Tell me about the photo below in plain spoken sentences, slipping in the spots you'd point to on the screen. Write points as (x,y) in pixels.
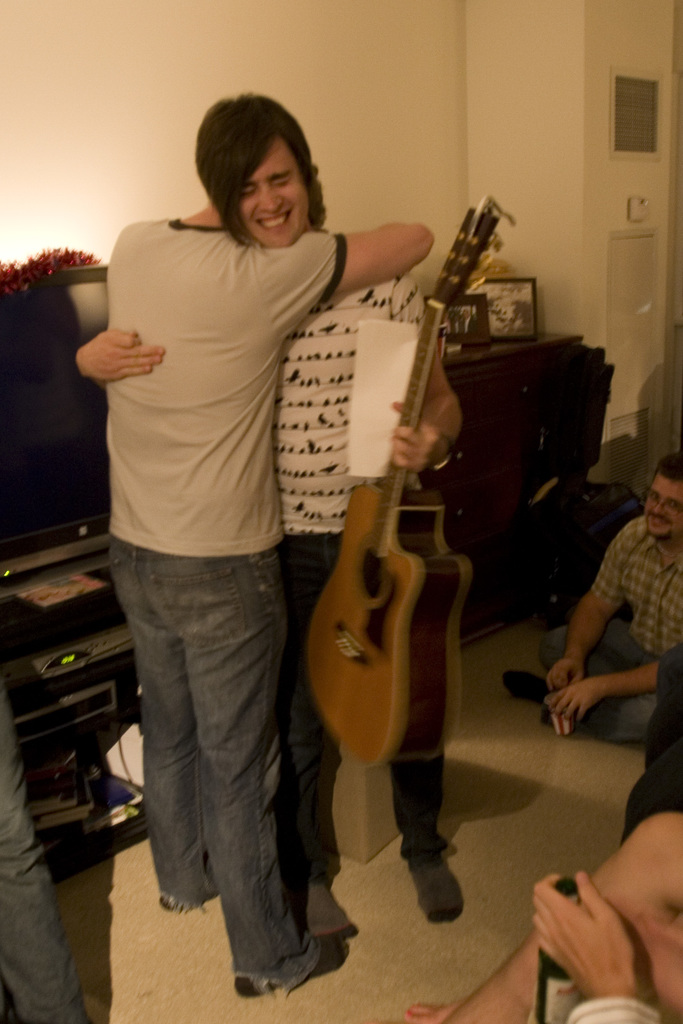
In the middle of the image (309,476) two persons (329,926) are standing and hugging and one person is holding guitar (440,521). Bottom right side of the image (583,891) few people (575,625) are sitting and smiling. At the top of the image (197,108) there is a wall (111,108). Bottom left side of the image (56,705) there is a table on the table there is a screen (70,347).
